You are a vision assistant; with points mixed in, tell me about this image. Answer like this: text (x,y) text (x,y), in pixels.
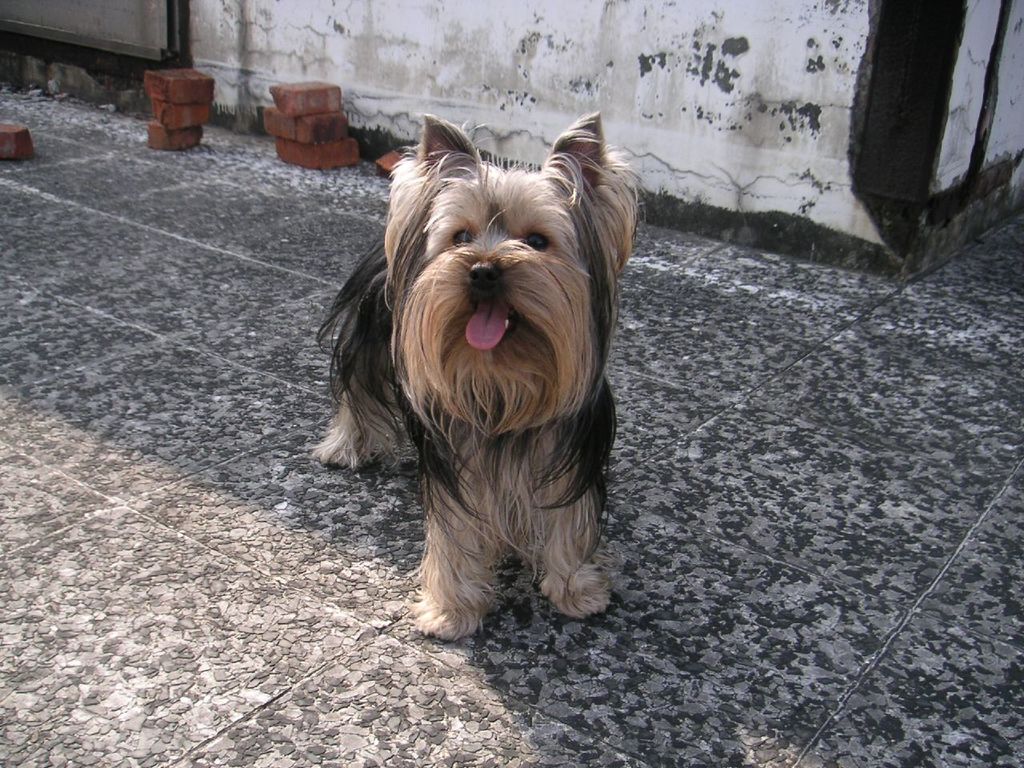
In this image I can see a dog (439,425) which is in brown and black color. Background (445,3) I can see few bricks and the wall (594,75) is in white and black color.
